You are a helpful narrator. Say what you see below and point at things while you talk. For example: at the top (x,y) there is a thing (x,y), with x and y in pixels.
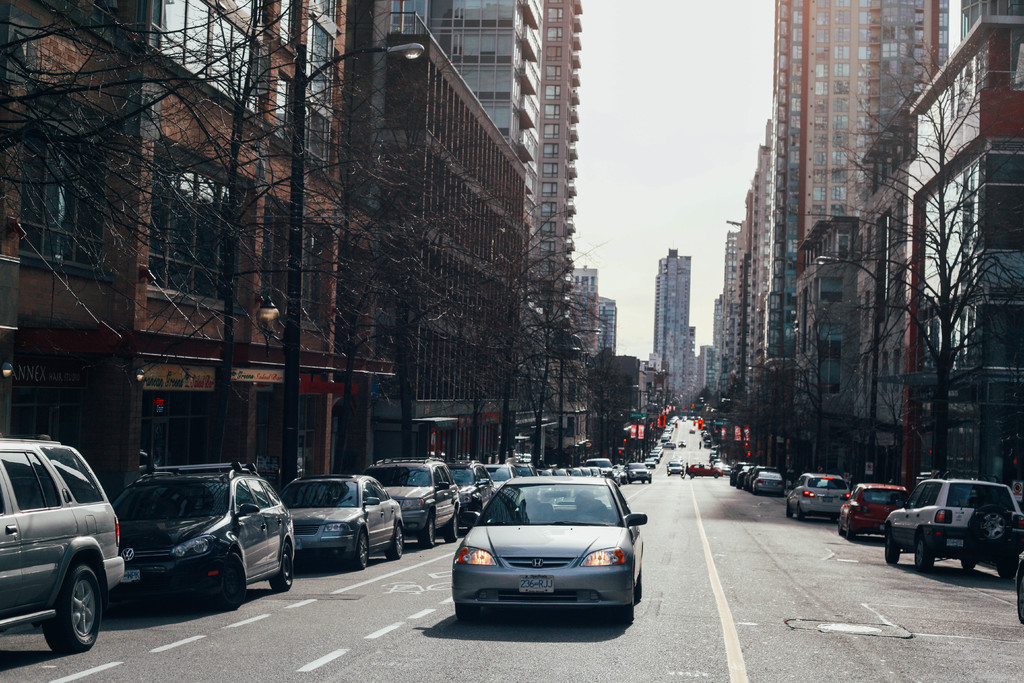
In this picture we can see vehicles (406,529) on the road (537,671), buildings (431,169) with windows (479,216), trees (560,339), poles (290,317) and in the background (634,214) we can see the sky (614,162).
